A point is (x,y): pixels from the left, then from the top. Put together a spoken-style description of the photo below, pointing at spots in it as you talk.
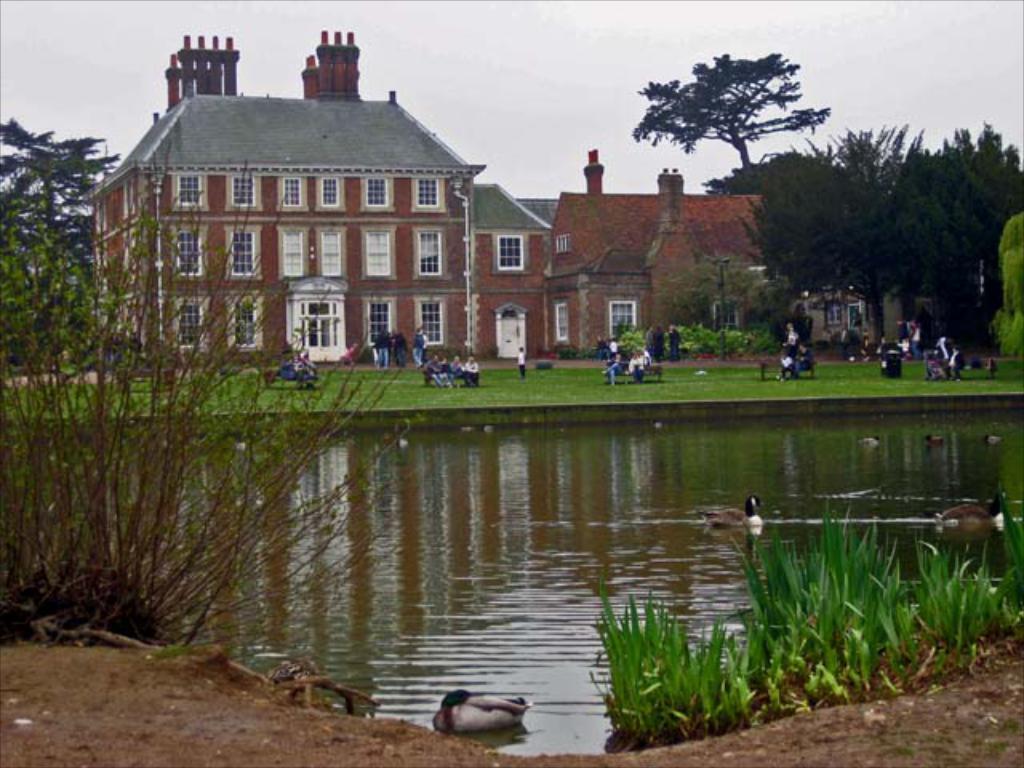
In the foreground of the picture (882,435) we can see pond (519,566), ducks (510,700), grass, plant (91,518) and soil (200,757). In the middle of the picture (365,296) there are trees (36,225), buildings (544,325), people (656,353), benches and various objects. At the top (655,50) there is sky (622,103).
